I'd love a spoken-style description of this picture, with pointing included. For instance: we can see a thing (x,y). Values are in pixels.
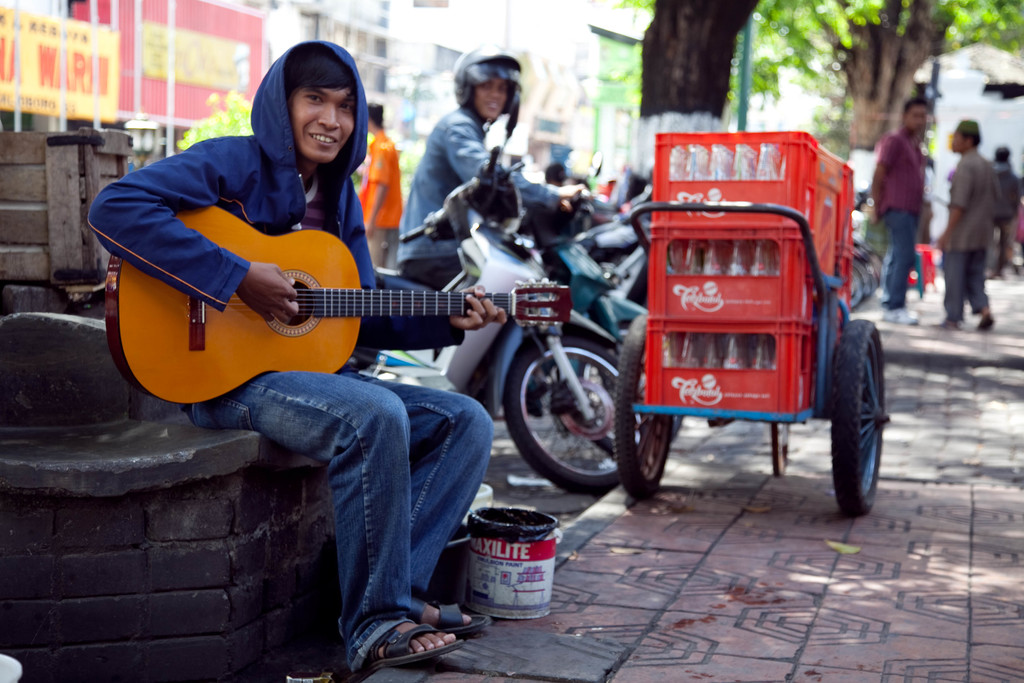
In this image i can see a person (299,439) sitting on the bench (84,460) holding a guitar (248,367). In the background (496,243) i can see few vehicles (566,265) and few other persons (903,230) standing, I can also see few buildings (406,57) and trees (769,92) in the background (773,108).
